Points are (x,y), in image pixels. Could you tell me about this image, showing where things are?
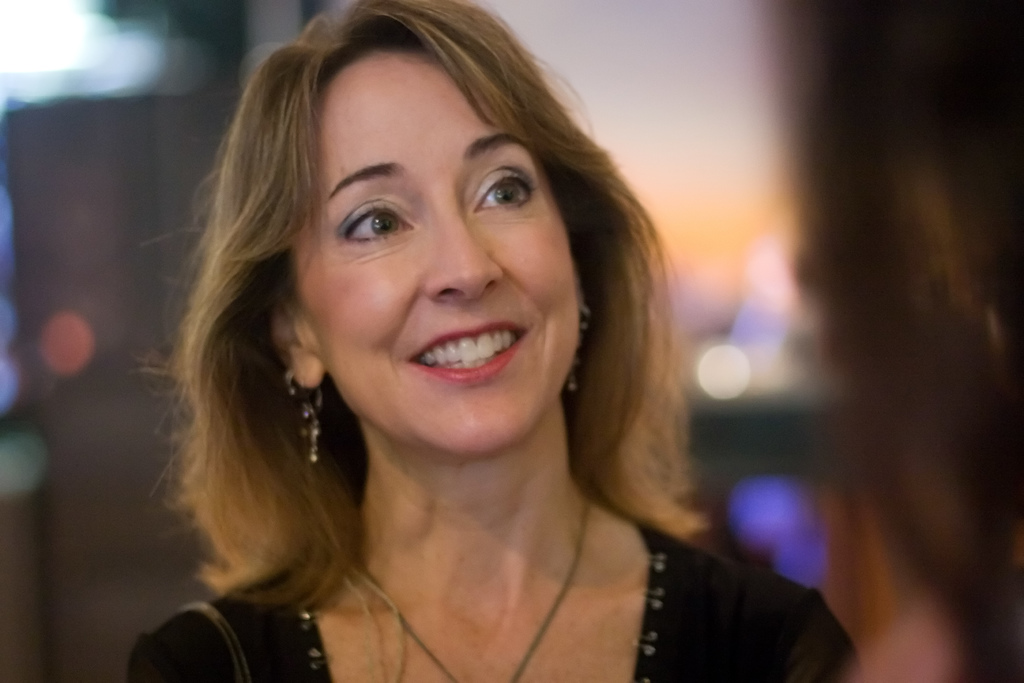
In this image I can see a woman (353,588) is wearing black color dress (268,623) and smiling by looking at the right side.
